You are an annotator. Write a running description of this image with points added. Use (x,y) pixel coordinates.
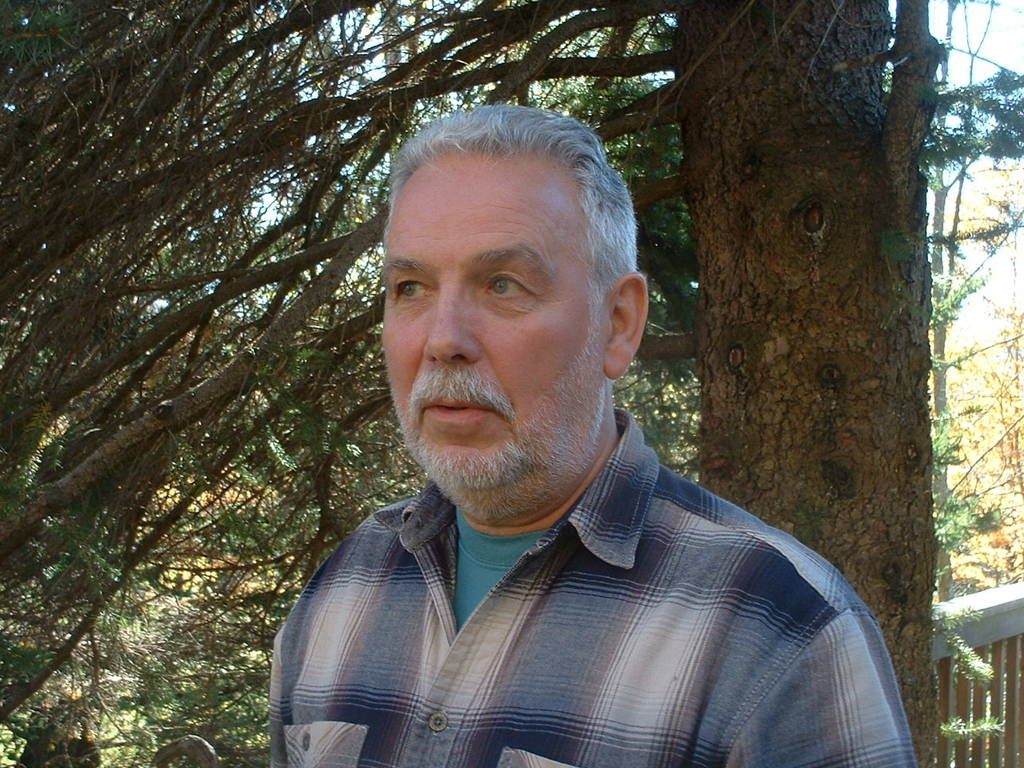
In this picture we can see an old man (543,578) wearing blue and white shirt (604,641), standing in the front (477,694). Behind there is a dry tree trunk (766,99) and branches (239,340).
